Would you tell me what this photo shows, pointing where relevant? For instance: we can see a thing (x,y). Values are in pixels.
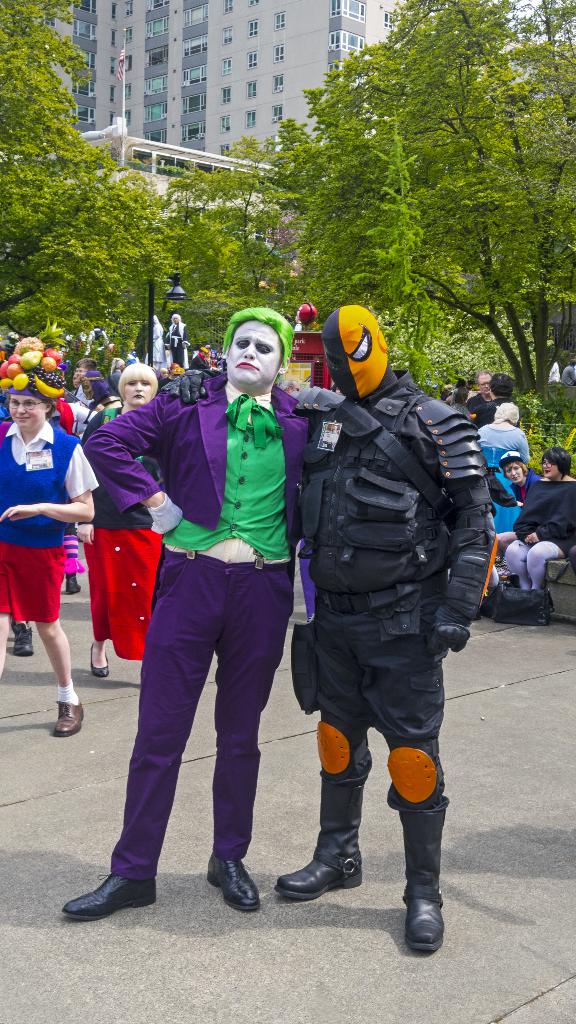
In this image we can see a few people (302,566), some of them are wearing costumes (194,378), there is a building (182,66), windows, light pole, flag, there are trees (143,325), plants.
